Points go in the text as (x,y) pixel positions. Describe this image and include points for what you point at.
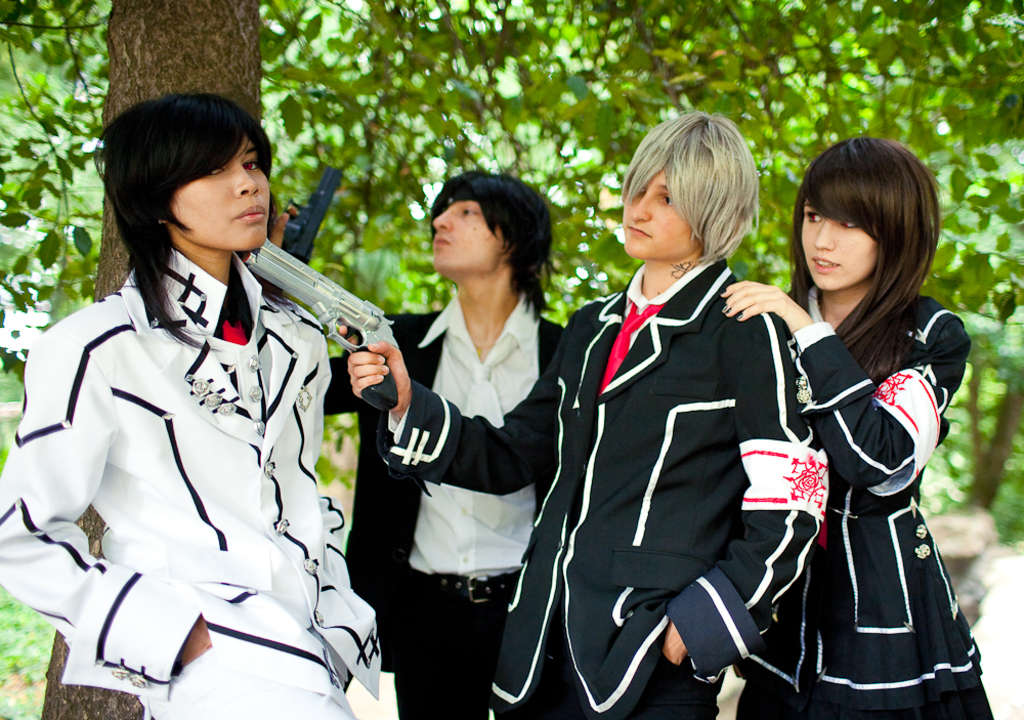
In the middle of the image (518,253) few people (900,176) are standing and holding some guns (323,188). Behind them there are some trees (908,94).
